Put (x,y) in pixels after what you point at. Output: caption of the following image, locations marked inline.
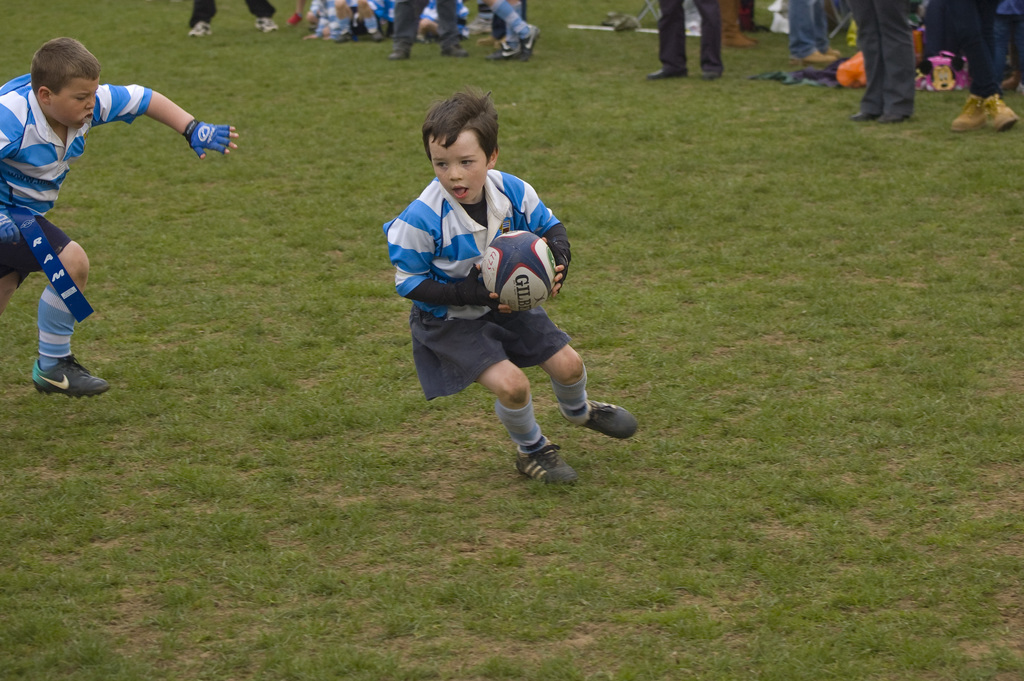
This image is clicked in a ground (274,366) where there are people (427,31) on the top (882,16). There are two kids (72,88) who are playing game, the one who is in the middle (561,347) is holding a ball (494,282) in his hands (477,302).
